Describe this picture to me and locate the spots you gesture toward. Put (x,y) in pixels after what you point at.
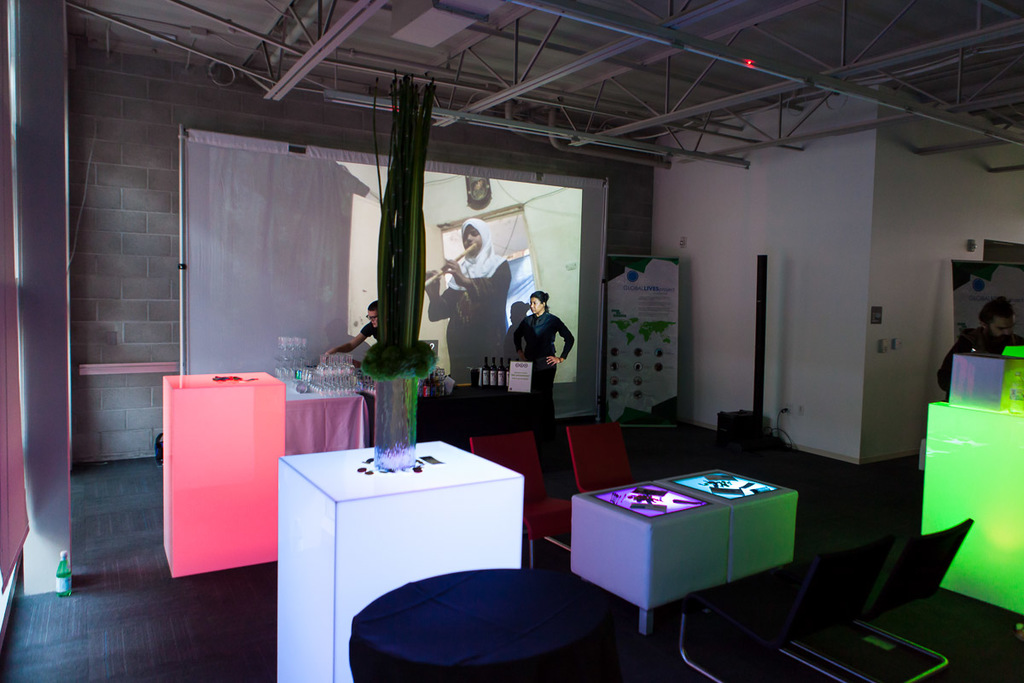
On the left side (226,595), there is a bottle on the floor (62,600). Which is covered with a carpet (164,602), near a curtain (6,159) and pillar (42,119). On the right side (722,621), there are two chairs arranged in front of a table (652,582), near another table (574,596). Which is covered with black color cloth (399,611). In the background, there is an object (417,304) on the white color box (438,488), there is a pink color box (233,555) on the floor (200,609), near a table (308,404). On which, there are some objects (294,379). There are two persons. Beside this, there is a white color screen (234,186), near a wall (176,292). And there are other objects (955,101).
